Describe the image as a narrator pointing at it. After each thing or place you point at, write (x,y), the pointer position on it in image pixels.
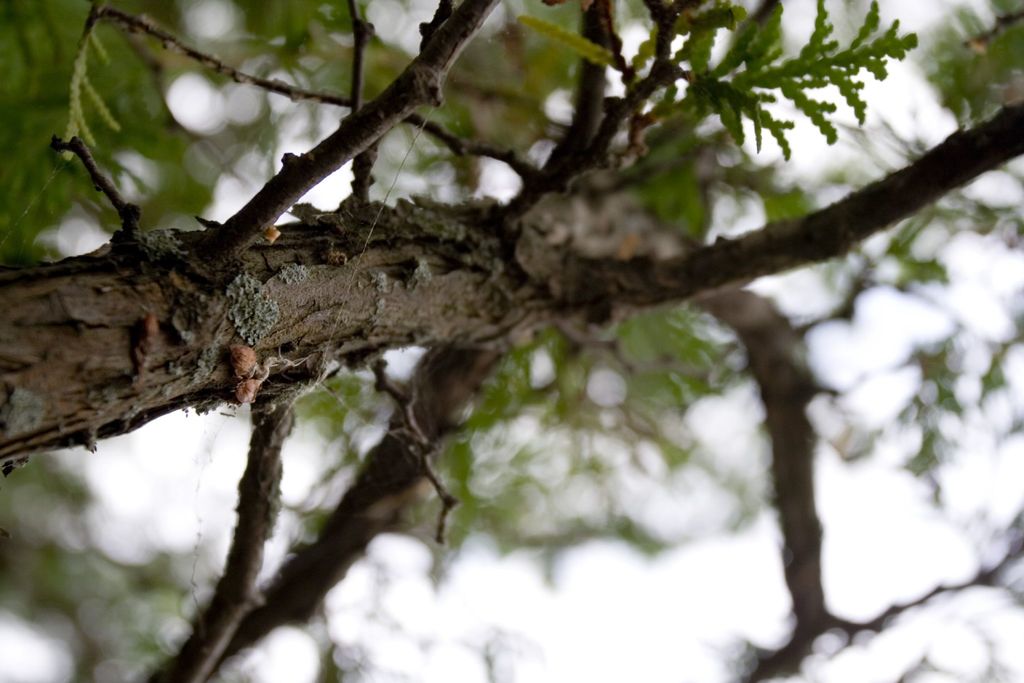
In this image we can see there is the tree (631,202) and the sky (629,571).
